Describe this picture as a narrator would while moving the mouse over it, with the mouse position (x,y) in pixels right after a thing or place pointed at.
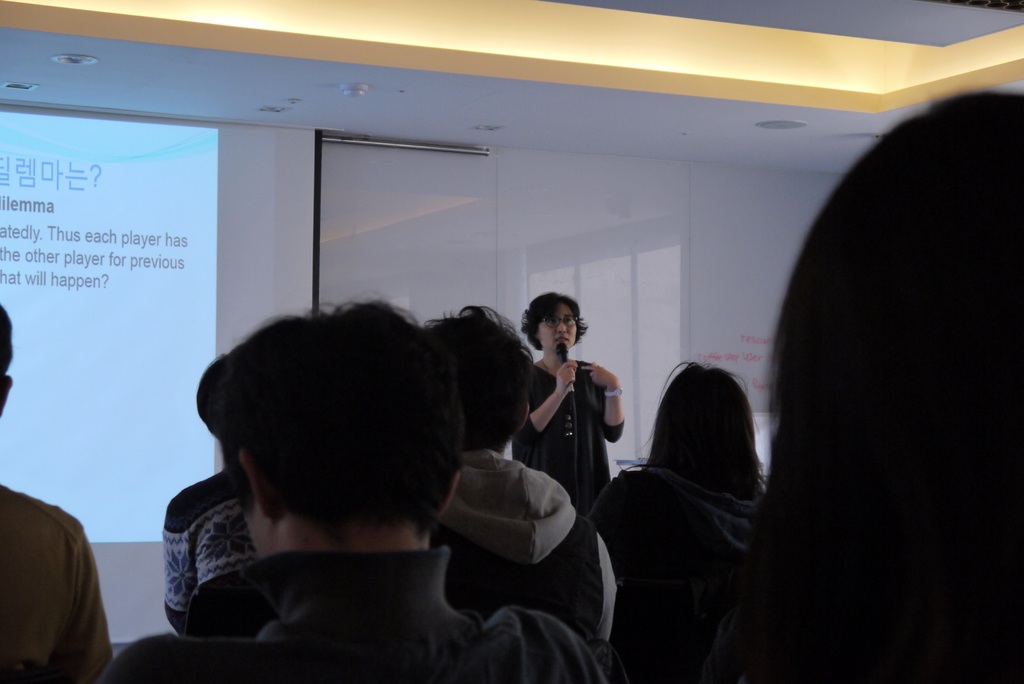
In the image there is a woman (570,365) standing and speaking something, in front of the women (576,415) there are few people (878,432). In the background (115,511) there is a powerpoint presentation (153,267) and in the background (295,161) there is a wall (295,176).
